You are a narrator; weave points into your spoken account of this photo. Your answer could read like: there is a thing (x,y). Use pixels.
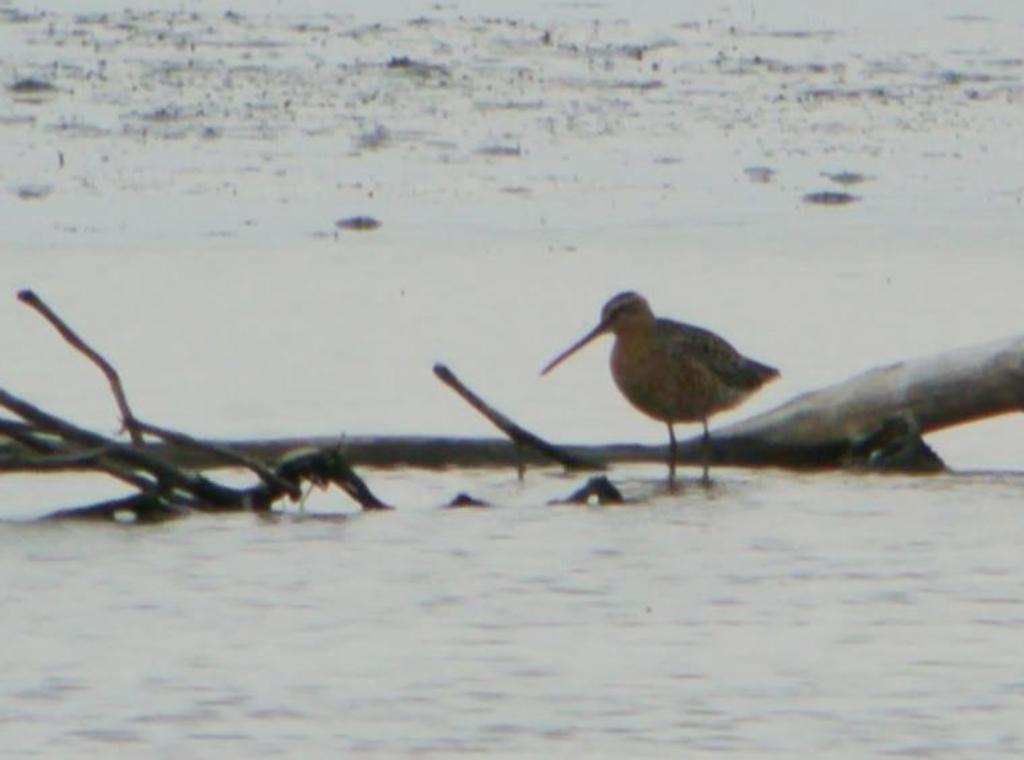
In this image we can see a bird (684,405) standing on the water (15,215).
